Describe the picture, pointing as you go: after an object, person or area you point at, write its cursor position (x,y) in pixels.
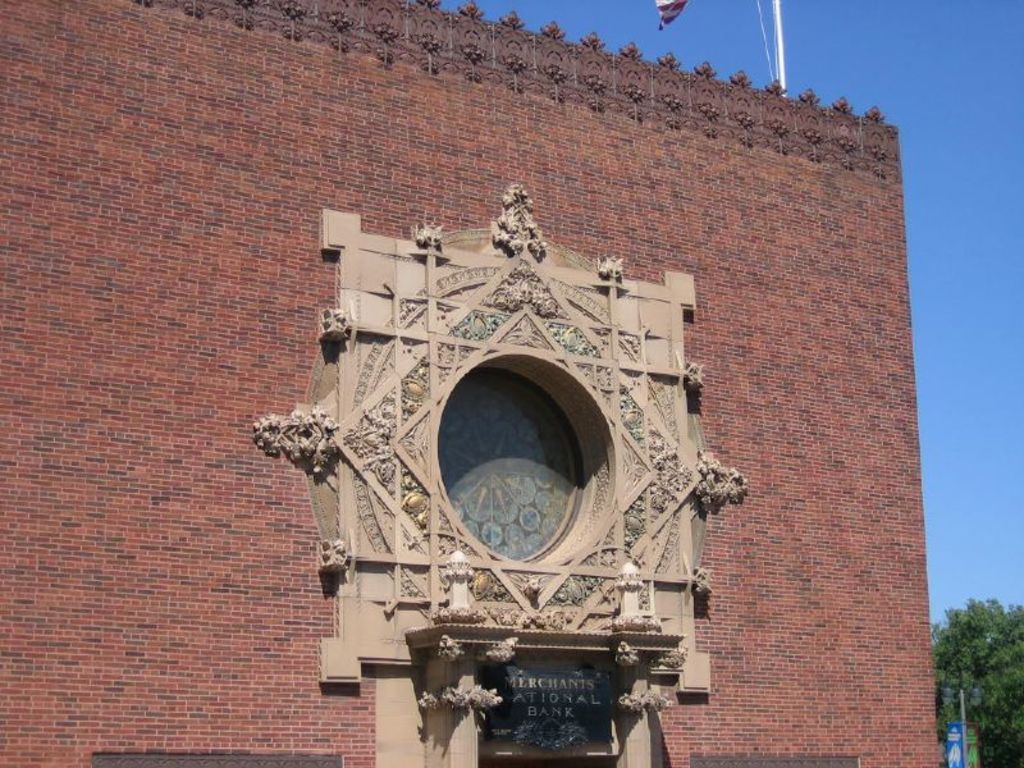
In this image, we can see the wall (463,346) with some design (553,491) and a board (560,667) with some text (556,685). We can also see a pole (779,62) with some cloth (672,18) on the top of the wall (767,144). We can see some trees (1002,732) and objects (961,696) on the bottom right corner (971,669). We can also see the sky (953,421).
